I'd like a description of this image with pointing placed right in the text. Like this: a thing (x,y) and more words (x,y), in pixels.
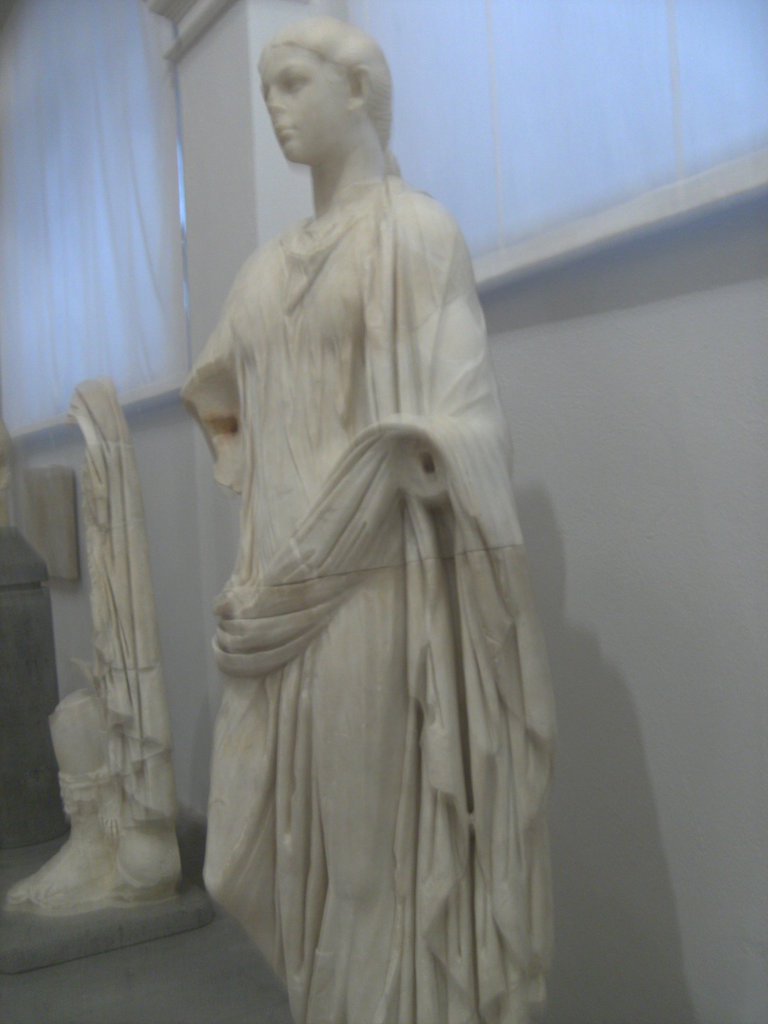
In this picture we can see a statue (536,955) on a platform (166,921) and in the background (605,618) we can see a wall (185,492).
